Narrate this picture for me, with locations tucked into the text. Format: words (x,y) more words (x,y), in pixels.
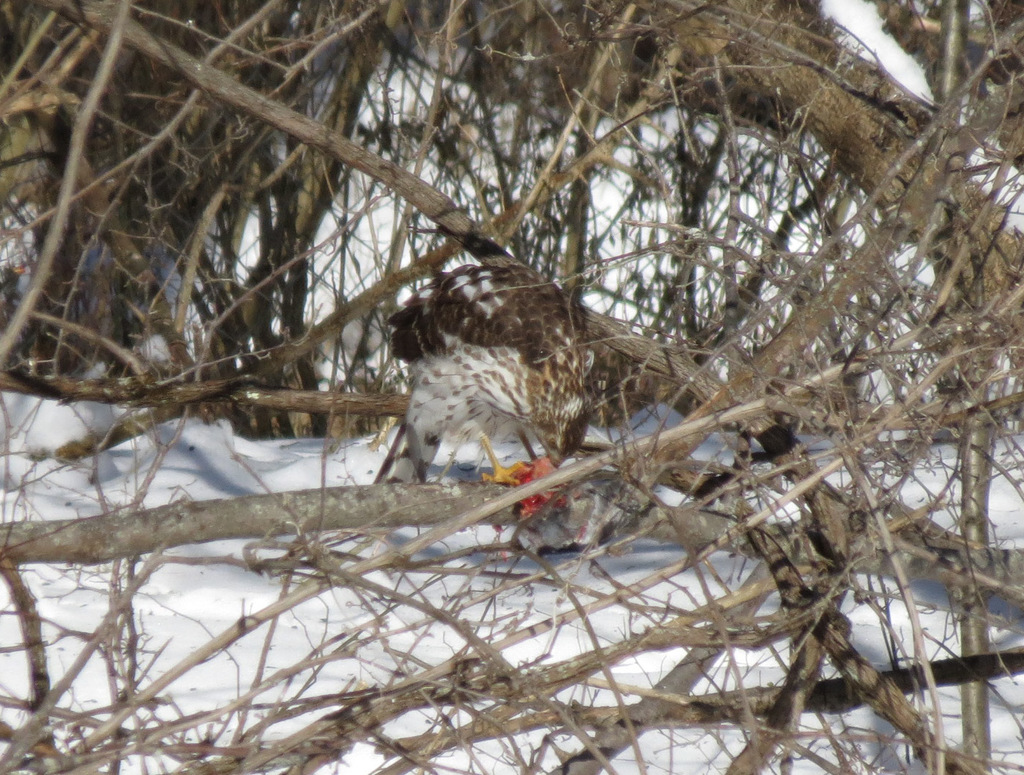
In this image we can see an animal (398,482) on the tree branch (409,489). Here we can see the snow (636,421).
